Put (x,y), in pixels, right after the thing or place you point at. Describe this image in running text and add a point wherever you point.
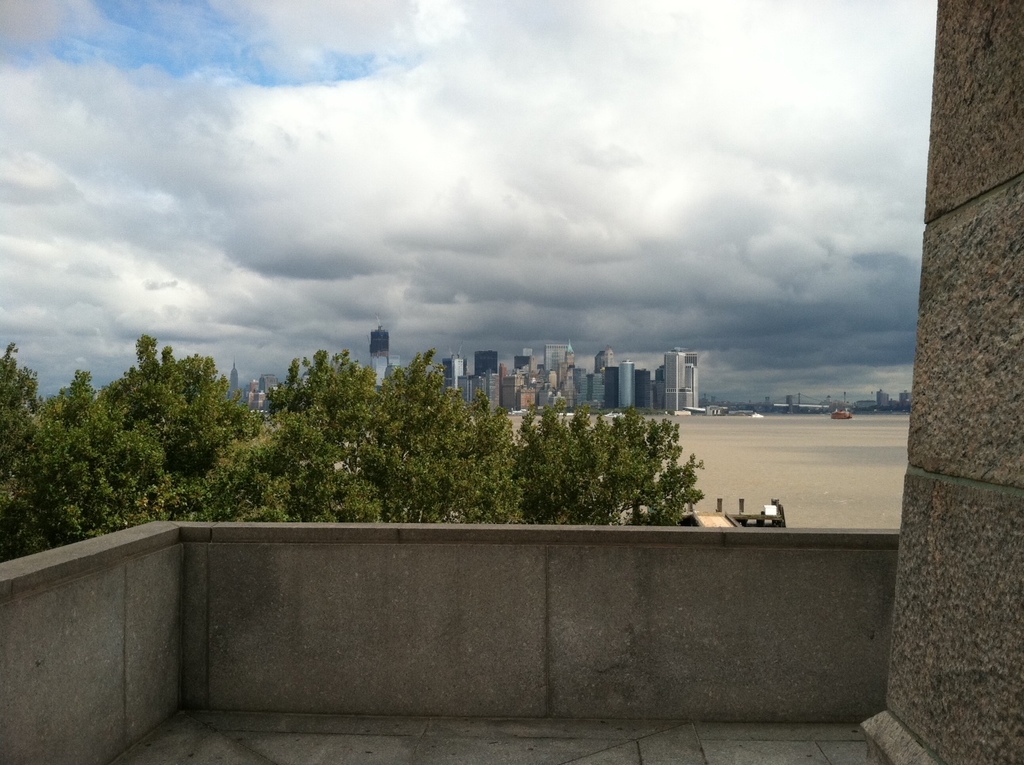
Here in this picture we can see number of trees (219,467) present over there and in the far we can see buildings (537,365) present over there and we can see the sky (727,360) is fully covered with clouds (594,148) and in the front (899,579) we can see balcony wall (202,540) present over there.
